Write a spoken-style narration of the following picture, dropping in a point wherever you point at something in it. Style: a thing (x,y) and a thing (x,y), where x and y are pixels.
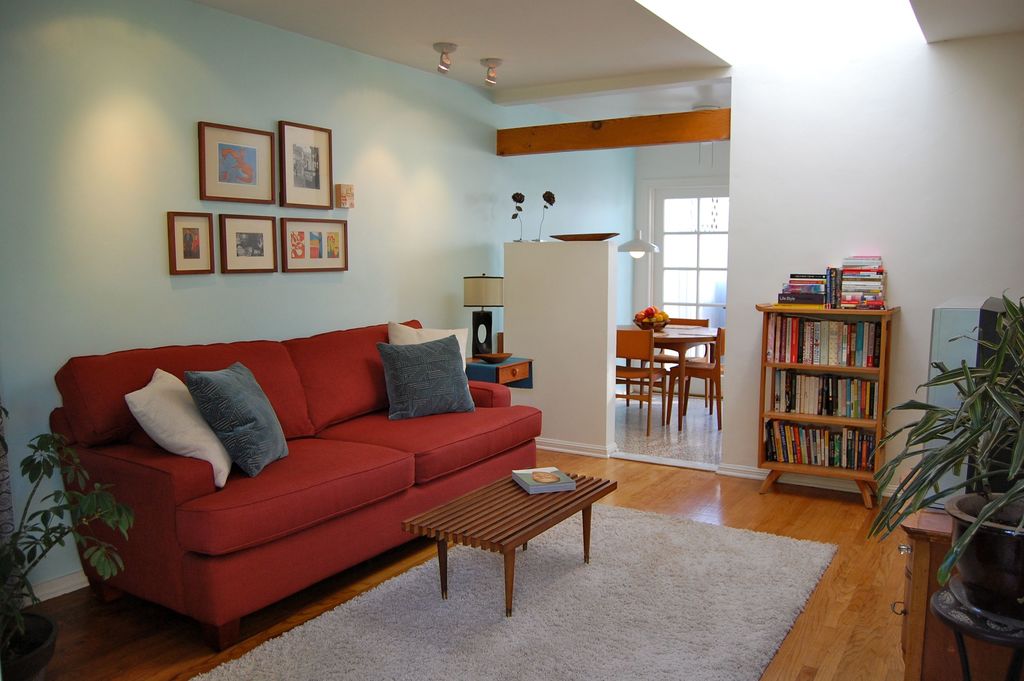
This picture shows a room (633,567) with well furnished sofas (302,458), table (492,373), cupboard (843,368) with books (795,328) and a dining table (672,339) in the background (678,358), carpet (699,612) on the floor (844,590). On the wall (199,212), there are some photographs (265,220) here. We can observe some plants (45,534) here.
